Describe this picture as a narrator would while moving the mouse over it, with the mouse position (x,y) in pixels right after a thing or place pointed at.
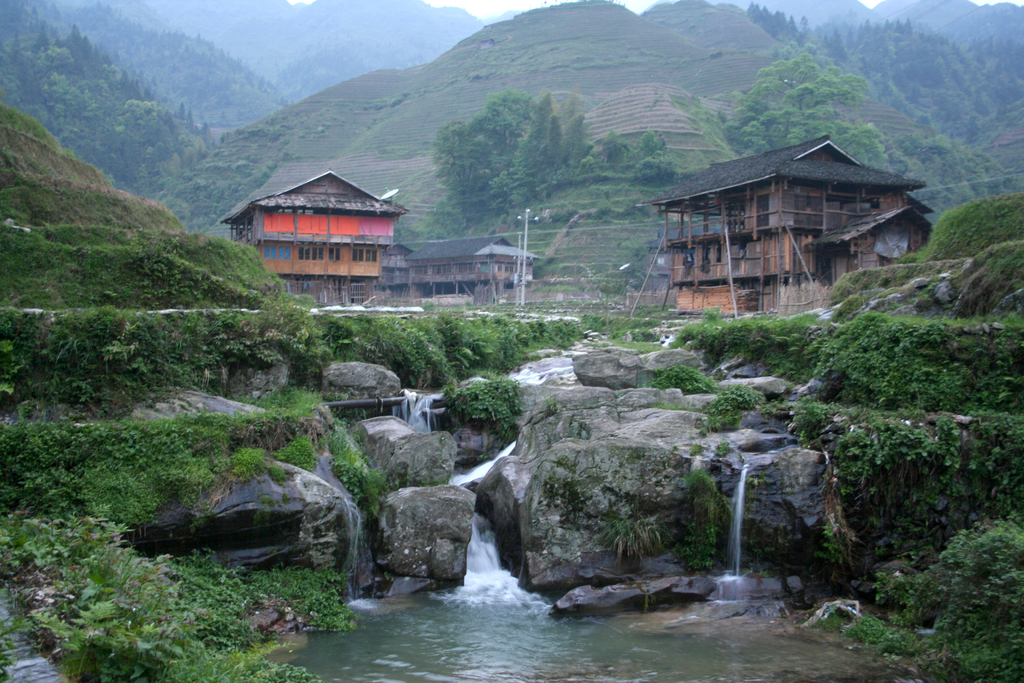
In this image we can see many hills (309,142). There are many trees (572,143), plants (624,149) and the few houses (677,240) in the image. There is a grassy land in the image. In this image we can see a water flow (504,618).
